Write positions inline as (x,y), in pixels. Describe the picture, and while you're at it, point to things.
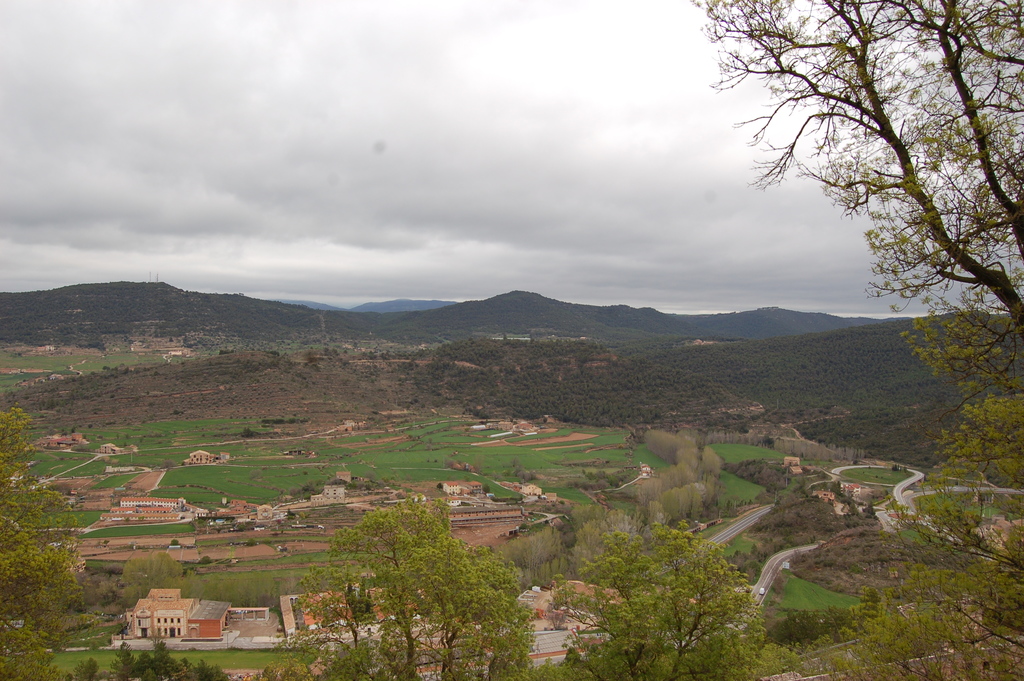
This is an aerial view. In this picture we can see the hills (814,413), trees (901,375), roads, buildings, grass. At the top of the image (390,94) we can see the clouds (470,158) in the sky (376,75).
